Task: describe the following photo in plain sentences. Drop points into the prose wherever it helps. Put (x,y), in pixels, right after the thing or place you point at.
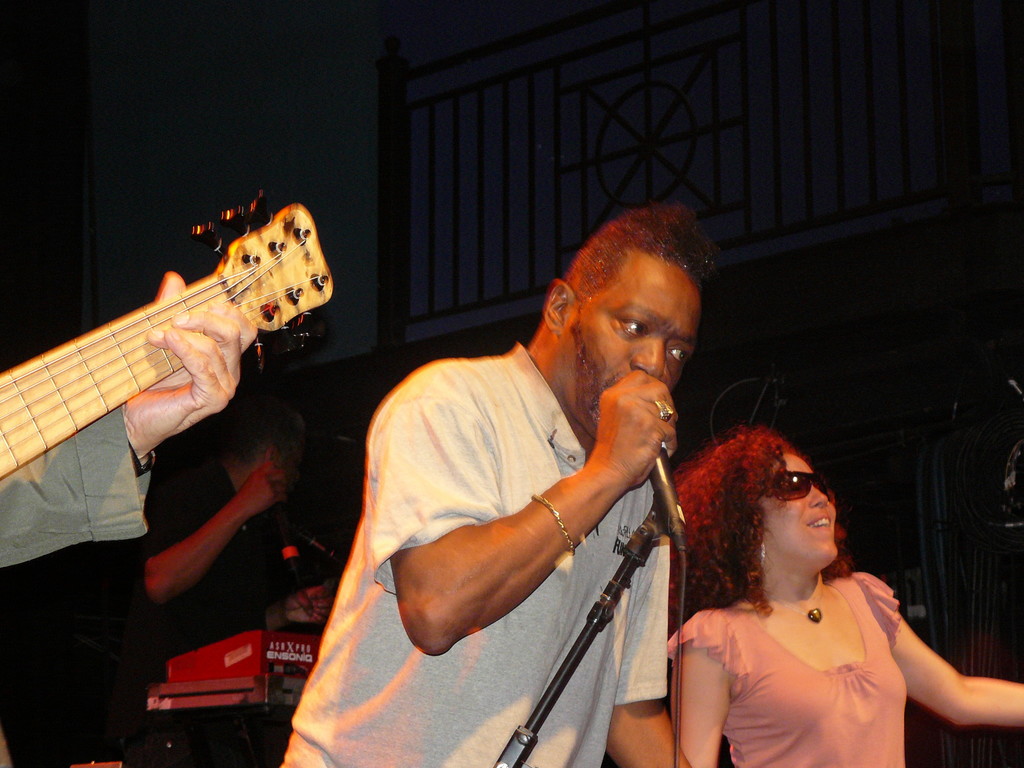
This is a man (496,546) standing and singing a song. Here is a woman (835,640) standing. This is the mic (664,498) attached to the mike stand (597,634). At the left side of the image (221,331) I can see person's hand (221,331) holding the guitar (135,340). At background (237,434) I can see another person (230,537) standing. This is the object (257,670) which is red in color.
